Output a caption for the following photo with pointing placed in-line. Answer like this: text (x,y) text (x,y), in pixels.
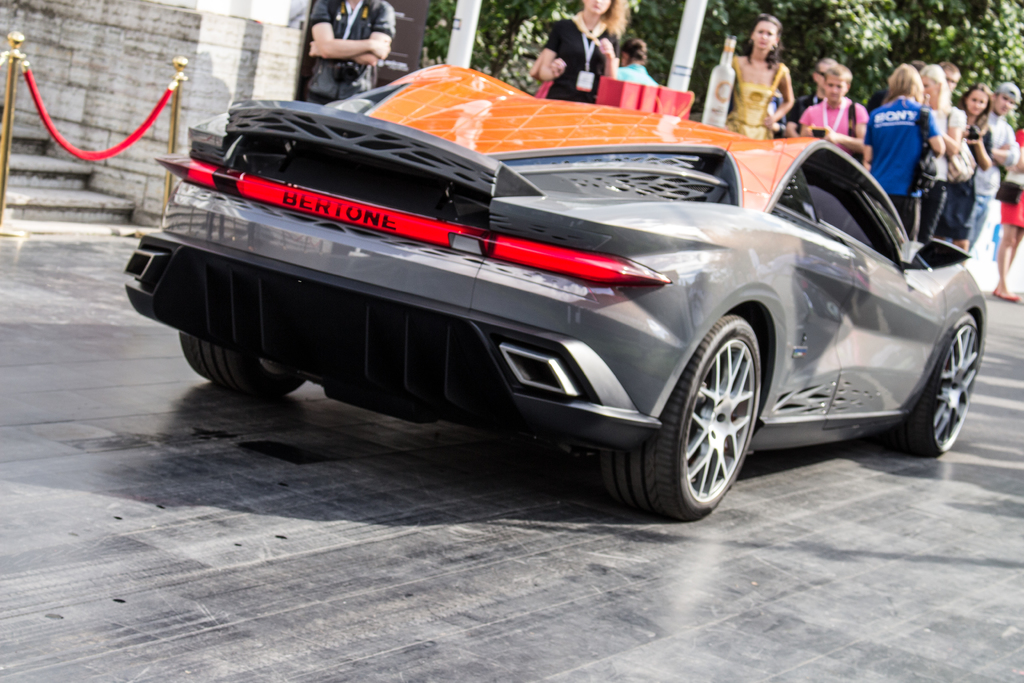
In the picture we can see a car (782,335) on the path (60,290) which is gray in color and at the top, it is orange in color and beside the car (799,329) we can see a railing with a wire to the steps (43,191) and besides, we can see some people (957,135) standing wearing a tag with ID cards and behind them we can see a plant (1019,40).
